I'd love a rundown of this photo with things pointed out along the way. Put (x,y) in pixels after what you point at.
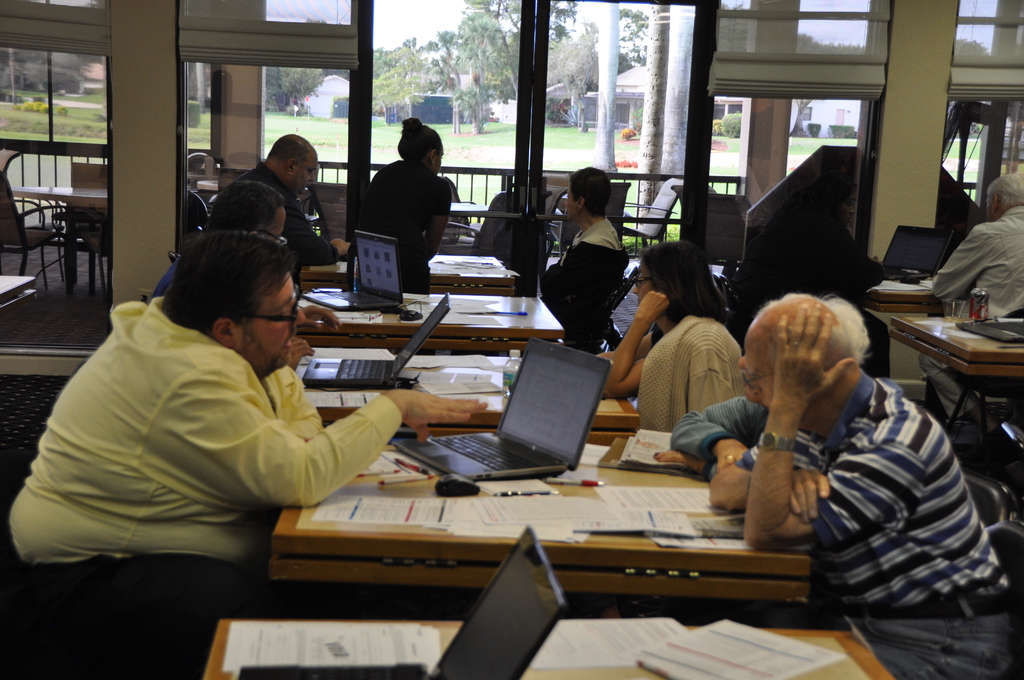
This picture is of inside. On the right (748,394) there are three persons (653,289) sitting on the chairs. On the left (249,353) there are group of persons (240,249) sitting on the chairs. In the center (495,423) there are tables (475,334) on the top of which bottle (508,370), laptops (466,436), pen (416,468) and some papers (642,638) are placed. In the background (1007,243) we can see the person (1004,265) sitting on the chair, table (95,189), chairs (100,227), door (512,79), window (830,119) and through the window (624,47) we can see the trees (573,62), sky (396,18) and ground (380,127) full of green grass (557,130) and some plants (55,110).
